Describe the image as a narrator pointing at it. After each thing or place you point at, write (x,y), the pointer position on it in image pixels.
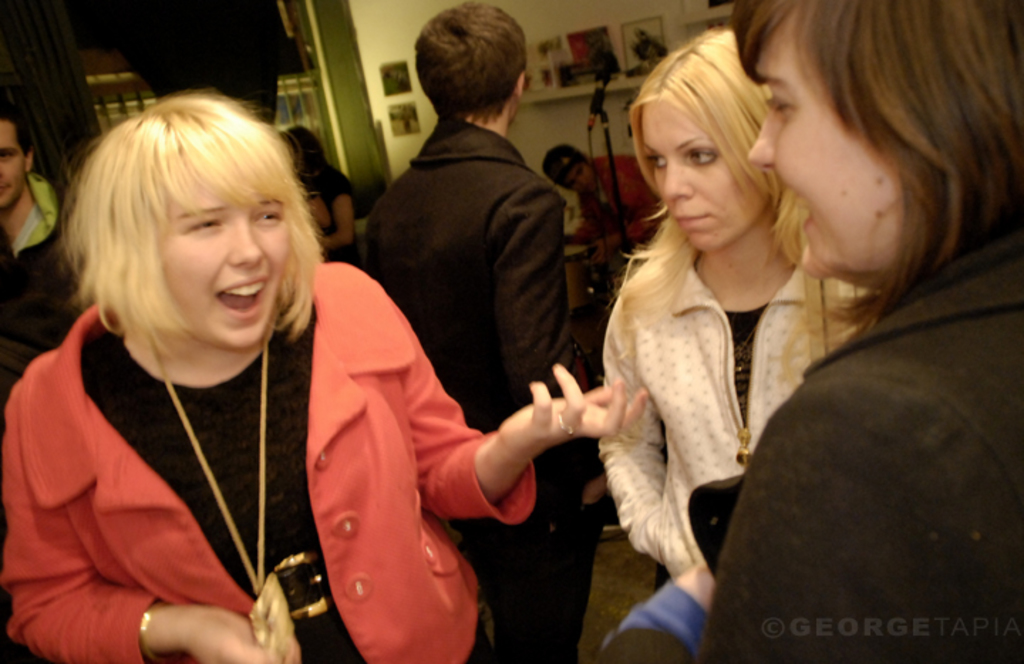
This picture is taken inside the room (537,108). In this image, we can see a group of people (809,400). In the background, we can see a person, microphone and few photo frames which are attached to a wall (551,118), we can also see some books (577,73) on the shelf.
